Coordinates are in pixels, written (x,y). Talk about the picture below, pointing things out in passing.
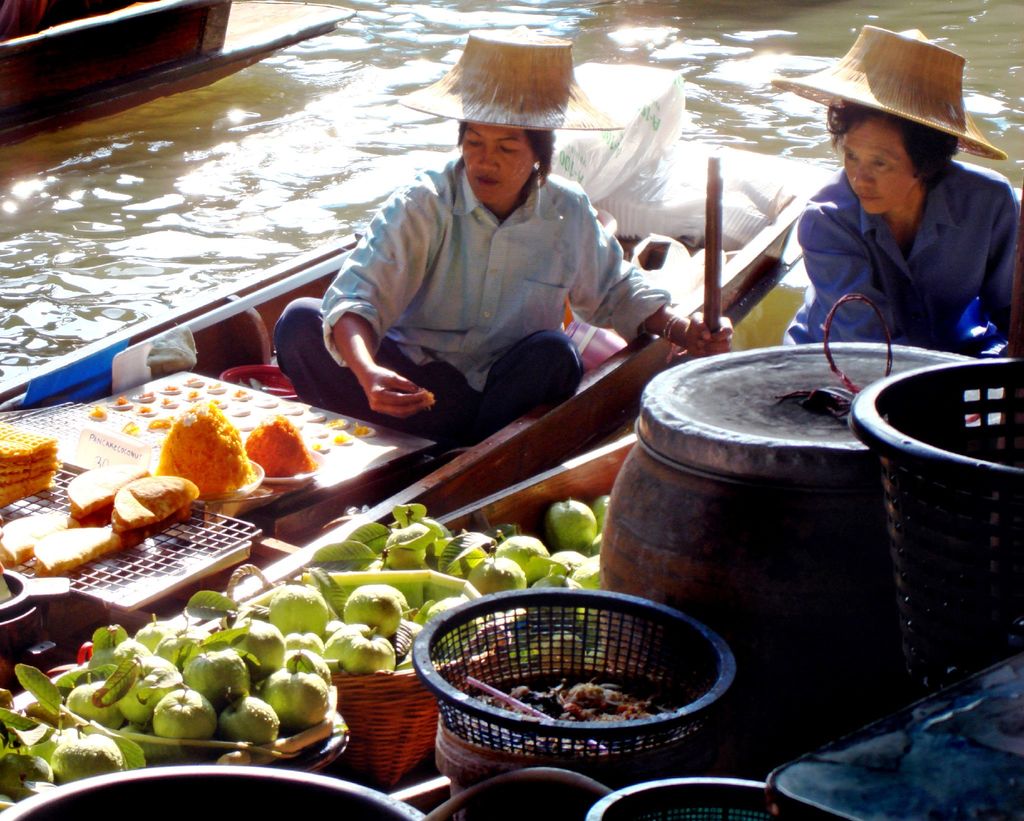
In this image, there are two boats (265,304) and there are two persons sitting in the boats (292,295), there are some fruits (80,697) and food items (109,482) in the boats (248,294), there is a barrel (752,576) and there are some baskets (551,649) and there is water (23,181).
